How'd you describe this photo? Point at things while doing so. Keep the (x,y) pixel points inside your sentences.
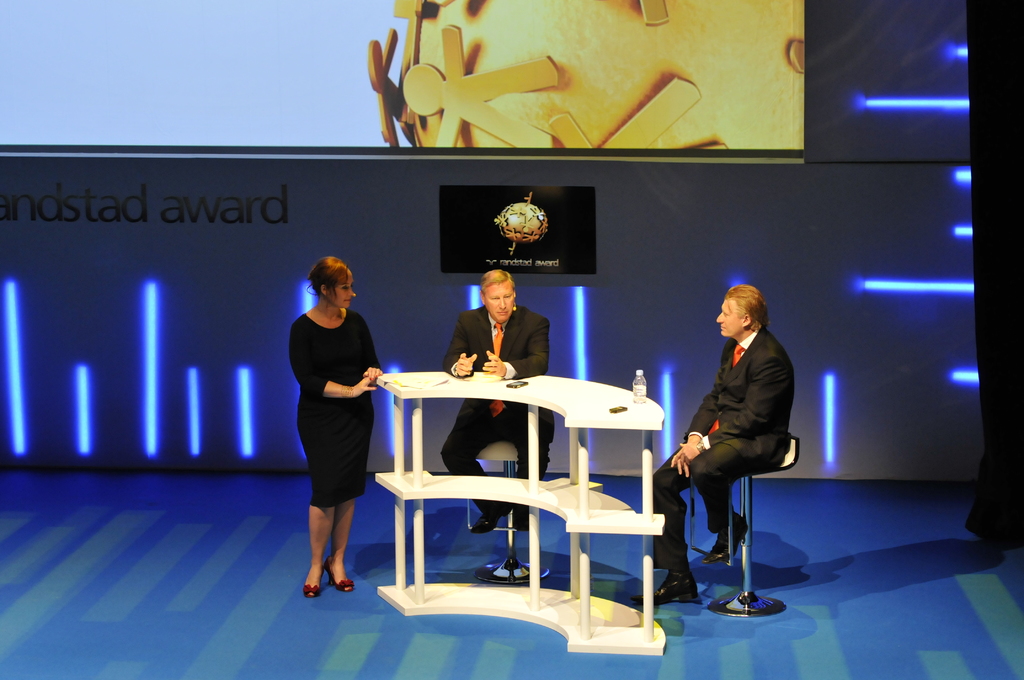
In the middle of the image (447,445) there a man (549,356) is sitting on the chair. Right side of the image (744,319) a man (722,558) is sitting on the chair (747,559). Left side of the image (320,334) a woman (313,546) standing behind the table (402,380). Bottom of the image (408,476) there is a table (619,391), On the table (647,403) there is a bottle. At the top of the image (726,80) there is a screen (344,2).
